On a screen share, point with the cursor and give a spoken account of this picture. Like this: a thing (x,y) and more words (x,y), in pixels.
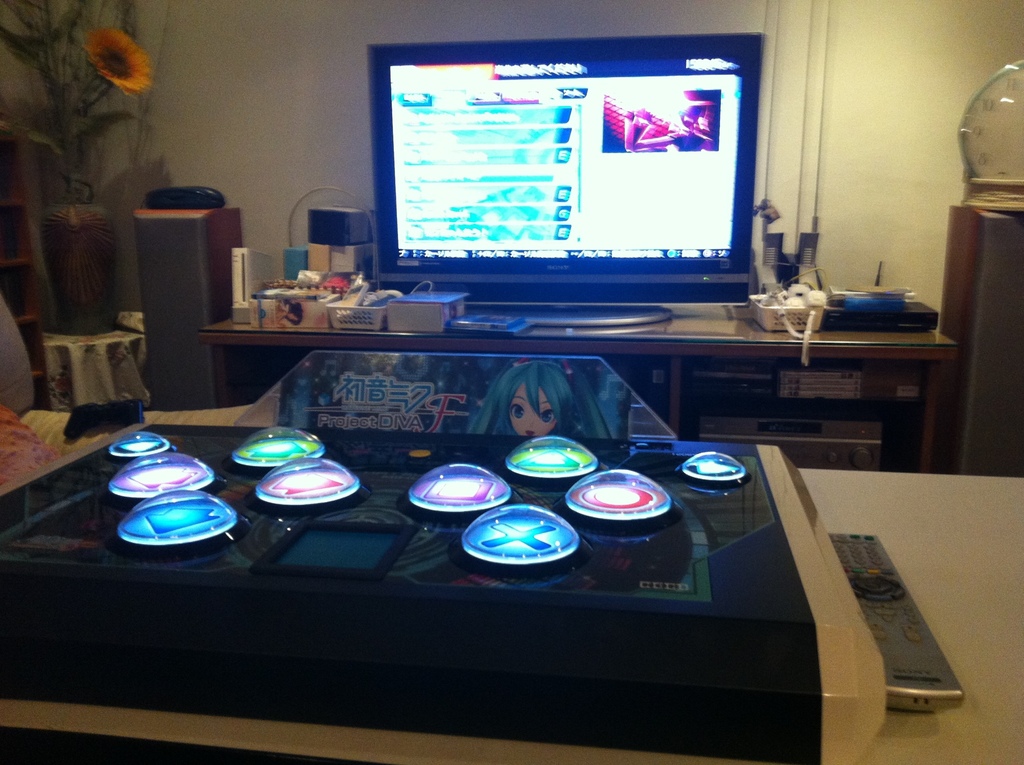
In this image there are tables (916,592) and we can see a television (464,281), remotes (865,567) and some objects (362,298) placed on the tables (885,753). On the left (93,238) there is a flower vase (86,254) placed on the stand (86,374). In the background (293,174) there is a wall (531,37).
